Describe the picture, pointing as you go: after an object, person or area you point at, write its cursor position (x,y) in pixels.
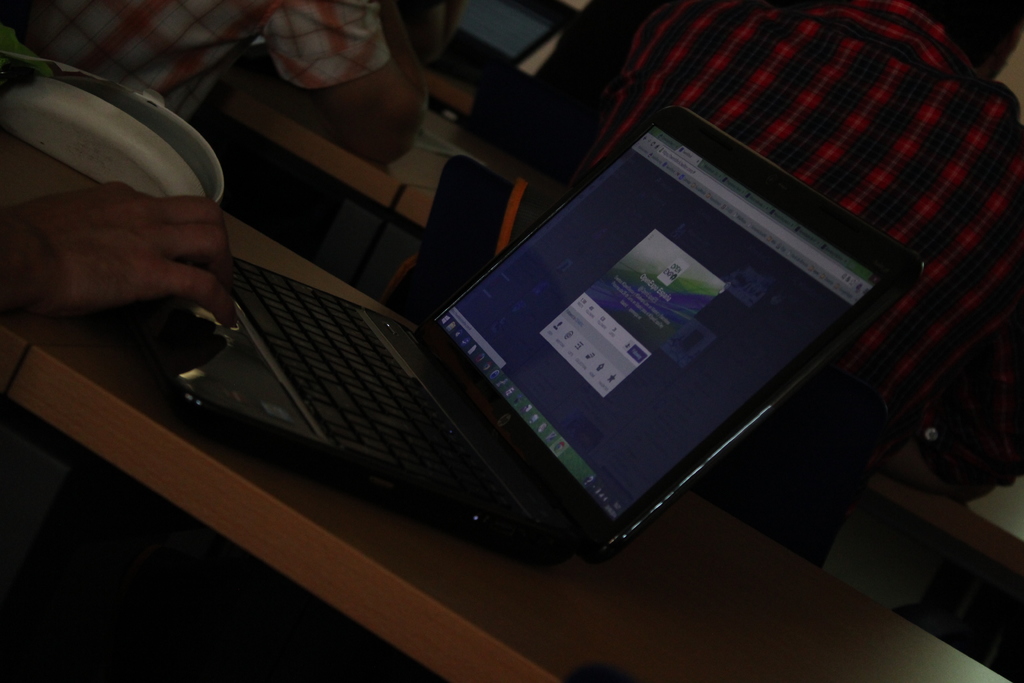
In this image we can see two persons (308,29) sitting on the bench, there is a laptop (519,345) on the table (475,605), also we can see an object (187,171) on it, and there is the hand (170,249) of a person (170,249).
